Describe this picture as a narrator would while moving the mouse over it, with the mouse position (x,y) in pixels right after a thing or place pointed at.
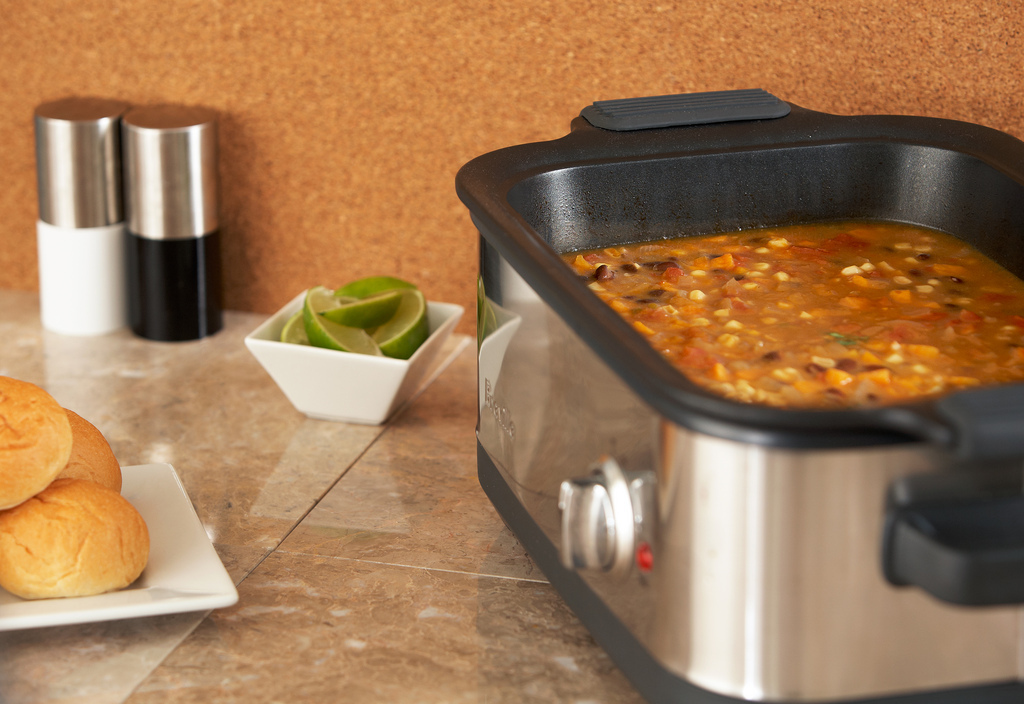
In this image I can see the brown colored surface (366,561) and on it I can see a plate (199,577) which is white in color with few buns (66,530) on it. I can see a bowl (359,412) with few lemon pieces (363,317) in it and I can see few bottles (176,264) which are black, white and silver in color. I can see a electronic gadget (714,530) with some food item (789,325) in it. In the background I can see the brown colored wall (450,82).
